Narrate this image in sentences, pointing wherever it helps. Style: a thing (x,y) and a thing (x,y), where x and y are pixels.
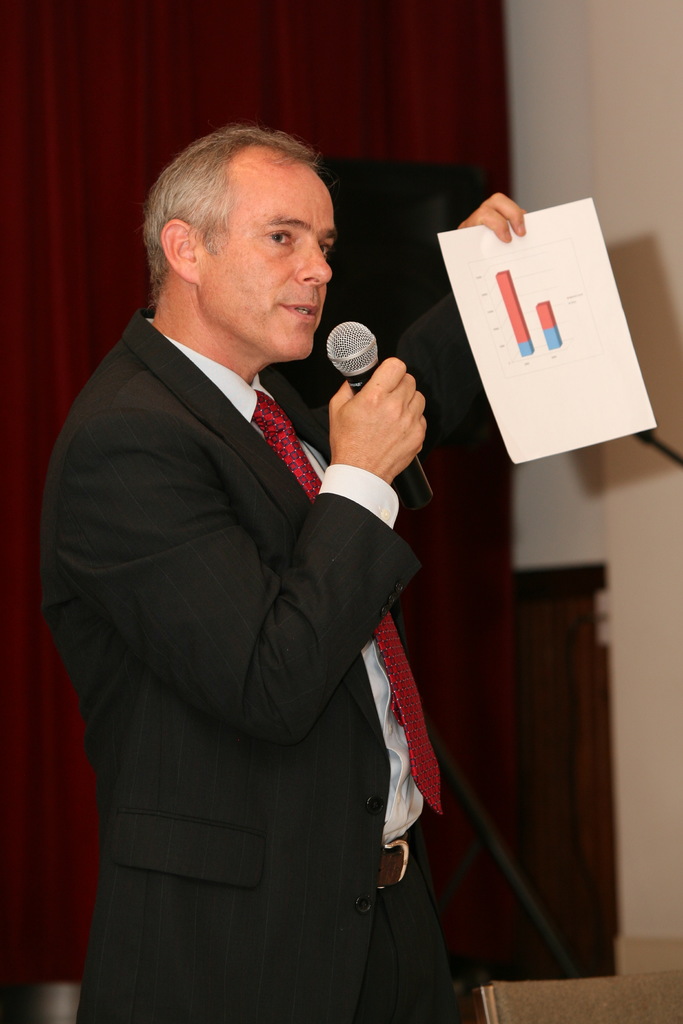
In the picture we can find a man (389,389) standing and holding a microphone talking something and explaining. In the background (438,529) we can find curtain (296,109) which is red in color. A man (300,491) wore blazer (142,552), tie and shirt (230,382).
